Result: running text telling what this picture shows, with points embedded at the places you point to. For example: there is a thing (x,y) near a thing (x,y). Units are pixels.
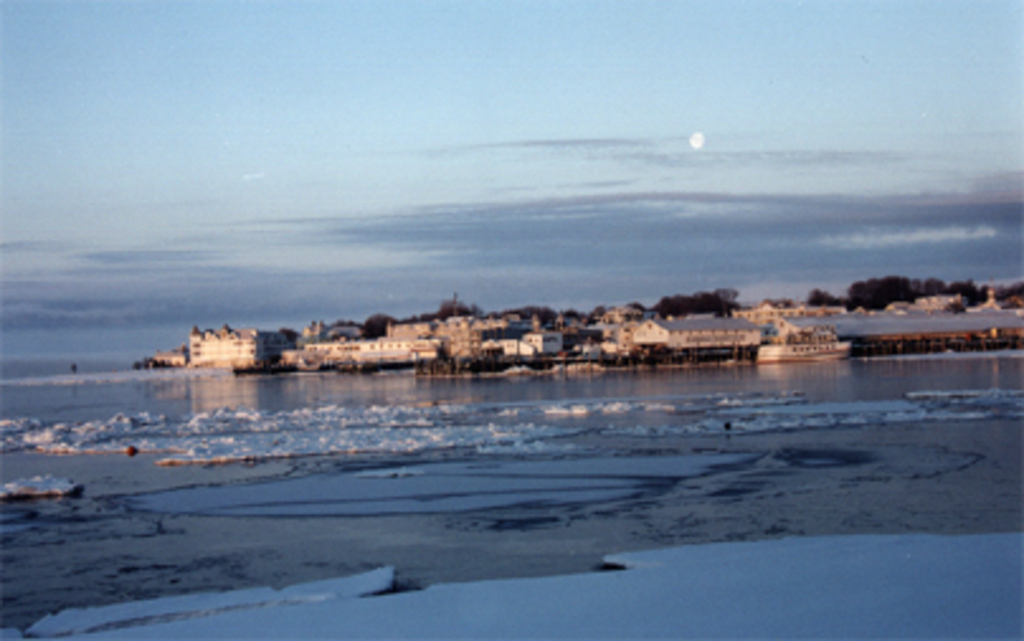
In the image we can see there is water (626,428) and behind there are buildings (509,327). There is clear sky (551,172) on the top (541,138).
